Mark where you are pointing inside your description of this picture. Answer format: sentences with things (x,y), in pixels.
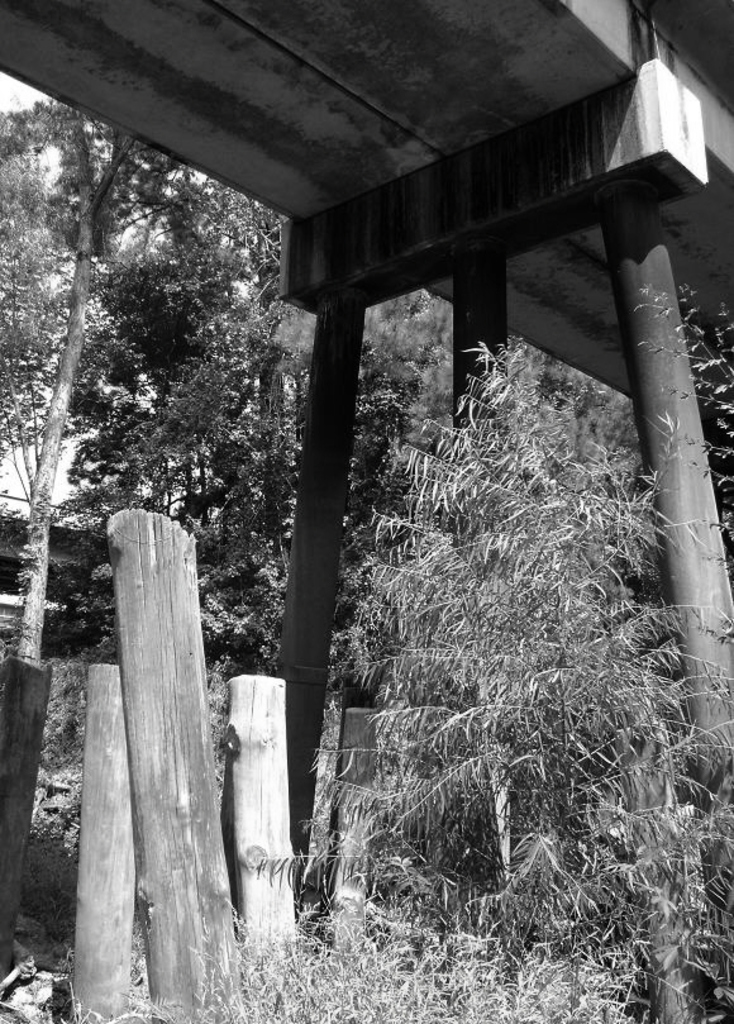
In this image I can see the black and white picture. I can see few wooden logs (118,635), few plants (398,617), three pillars (721,698) and the bridge (566,169). In the background (30,88) I can see the sky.
